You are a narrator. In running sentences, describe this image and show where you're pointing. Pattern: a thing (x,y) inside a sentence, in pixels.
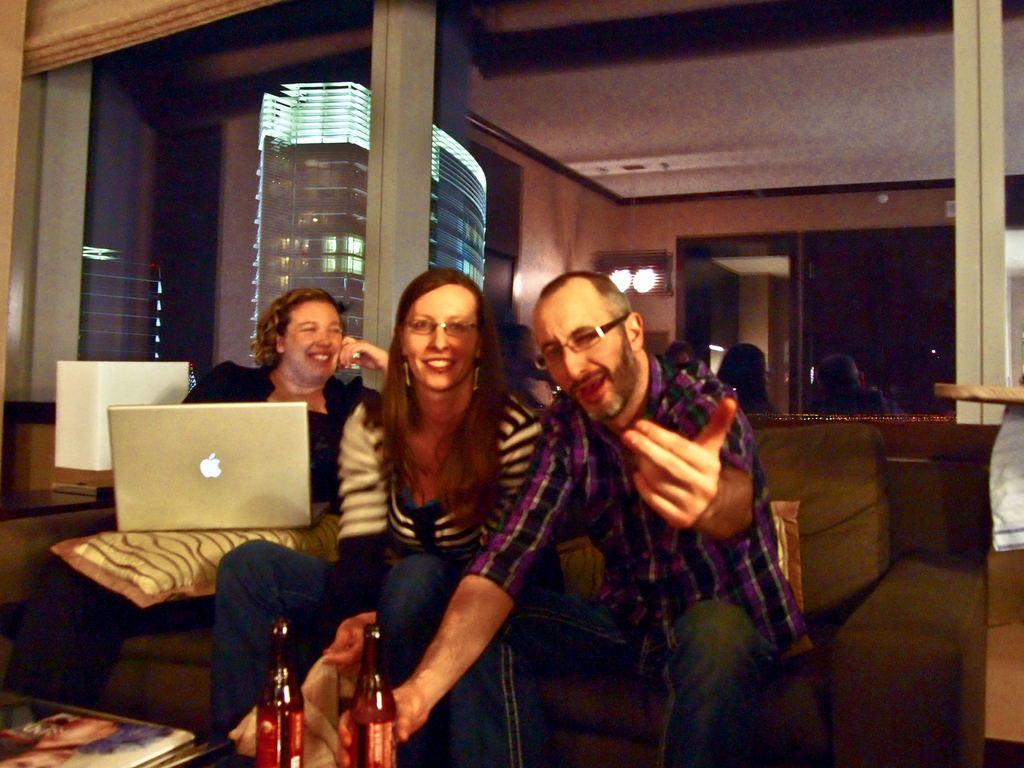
In this picture we can see one man (556,417) and two woman (352,465) sitting on sofa (199,649) and they are smiling and in front of them we have two bottles (298,742), book (82,720) on table (82,720) and here this woman (284,316) keep laptop (186,513) on pillow (108,562) and in background (139,176) we can see glass (335,246), light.
